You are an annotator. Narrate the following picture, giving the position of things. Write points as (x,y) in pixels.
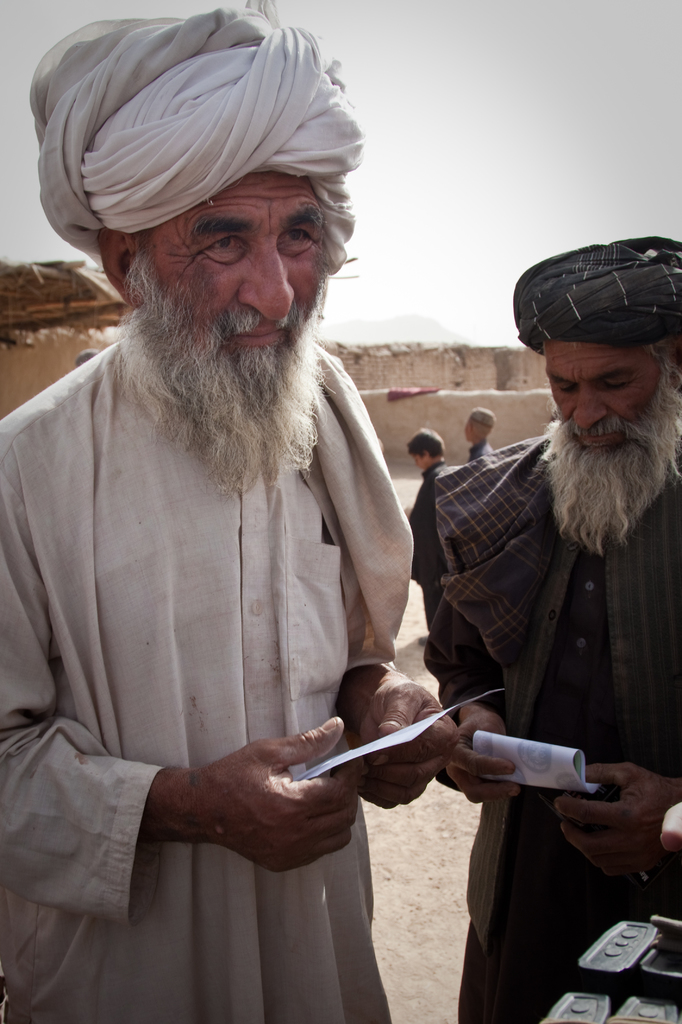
In this image we can see two men (189,662) standing on the ground (390,897) holding some papers (346,761). On the backside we can see two people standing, a wall (403,406), the hills (443,339) and the sky (434,241) which looks cloudy. On the right bottom (636,1006) we can see a device (609,970).
